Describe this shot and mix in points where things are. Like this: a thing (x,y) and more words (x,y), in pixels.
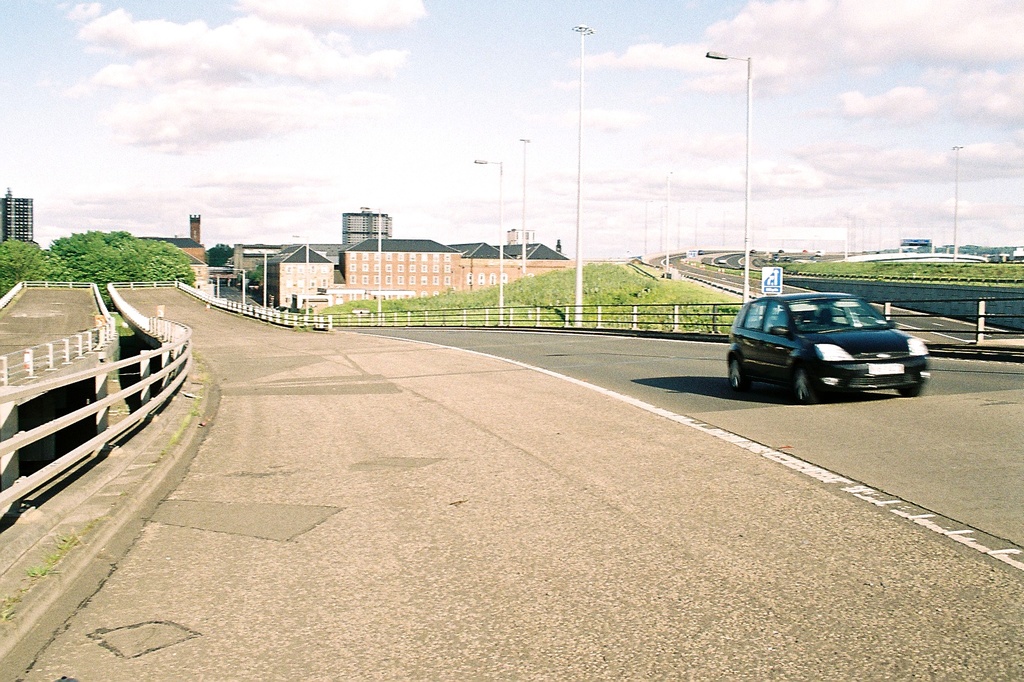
In the image we can see a car (784,352) on the road (858,399) and there are light poles (747,131). This is a grass (559,297), building (424,290), trees (99,271) and we can even see the windows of the building (346,278), this is a barrier (1,461).
